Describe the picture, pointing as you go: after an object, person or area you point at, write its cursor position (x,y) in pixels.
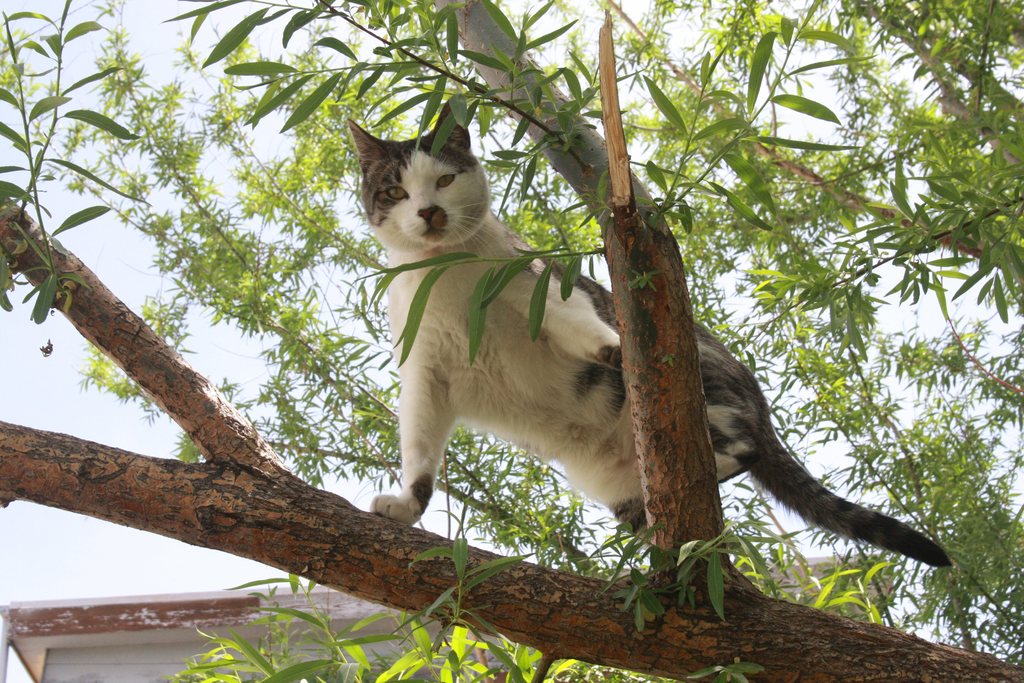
In this image I can see a tree (622,255). I can also see a white and grey colour cat (589,391) is standing on a branch (501,594) of this tree (588,616). In the background (83,673) I can see a white colour thing (55,617).
